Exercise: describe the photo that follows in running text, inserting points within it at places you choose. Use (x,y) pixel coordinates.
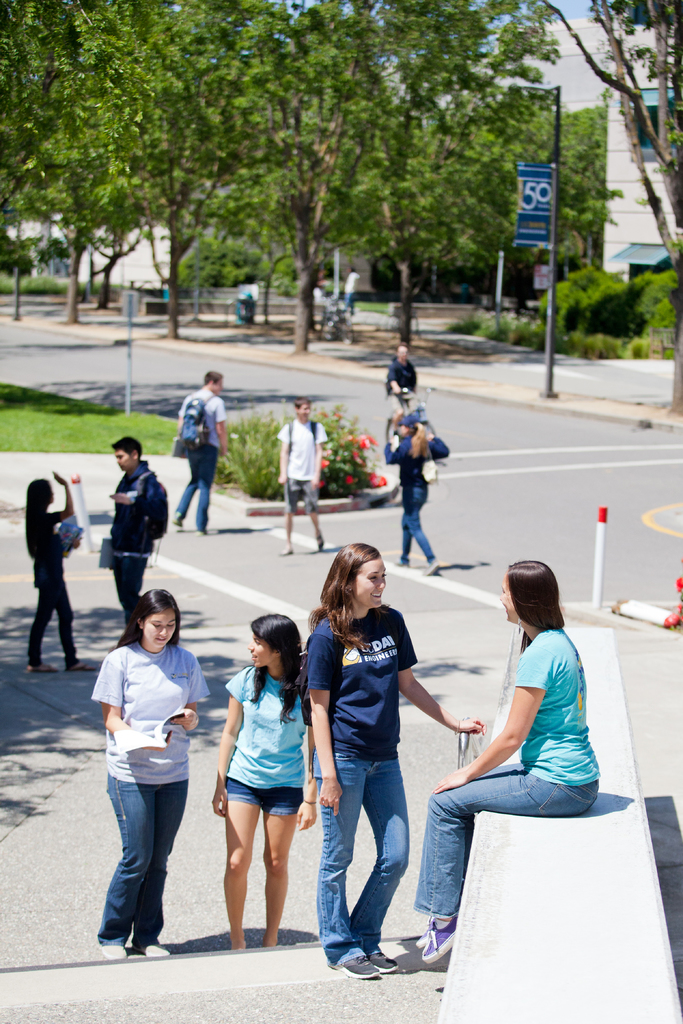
This picture is clicked outside the city. In front of the picture, we see two girls (254,753) are walking. Beside them, we see a woman (540,750) in blue T-shirt (521,759) is sitting on the bench (554,881) or a wall (547,812). She is talking to the woman (360,632) who is wearing blue T-shirt (346,712). Behind them, we see people (122,527) walking on the road (372,527). Behind them, we see plants (364,480) which have red flowers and a man (409,374) in black T-shirt (399,383) is riding the bicycle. On the right side (600,555), we see small poles (624,608). There are trees (401,271), poles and buildings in the background (382,256).
